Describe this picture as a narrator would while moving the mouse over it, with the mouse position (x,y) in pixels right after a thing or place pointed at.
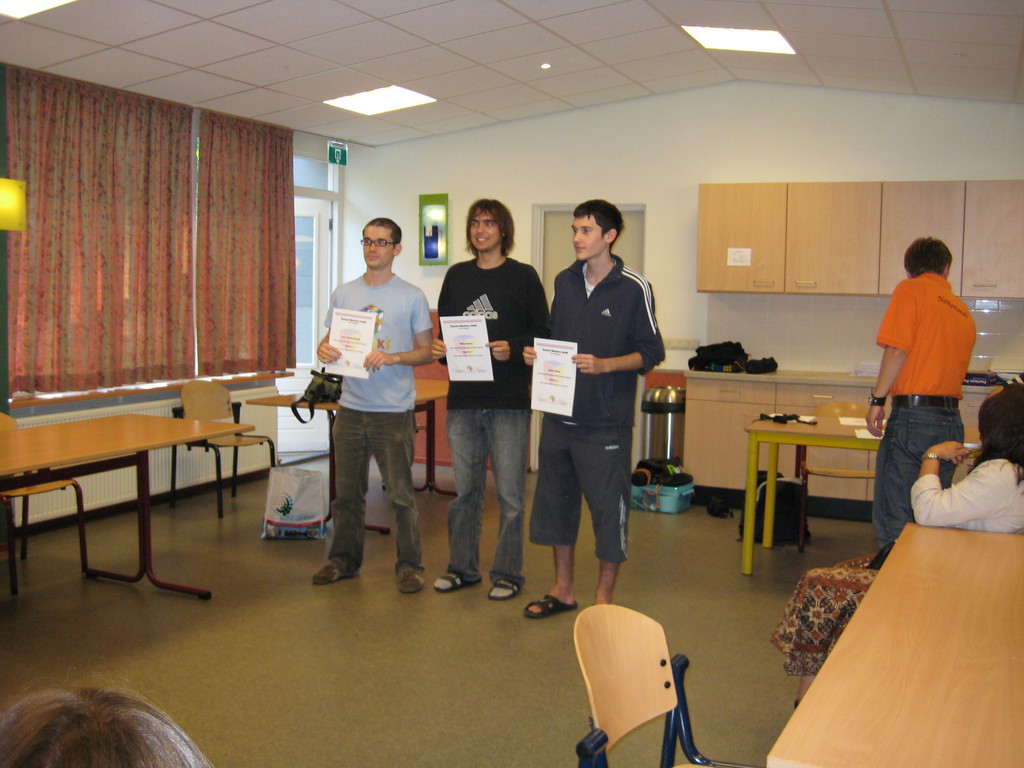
Here we can see a three persons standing in the center (466,367) and they are showing a paper (537,385). Here we can see a person (885,520) standing on the right side (952,435) and a woman (932,502) sitting on the right (983,481) as well.
